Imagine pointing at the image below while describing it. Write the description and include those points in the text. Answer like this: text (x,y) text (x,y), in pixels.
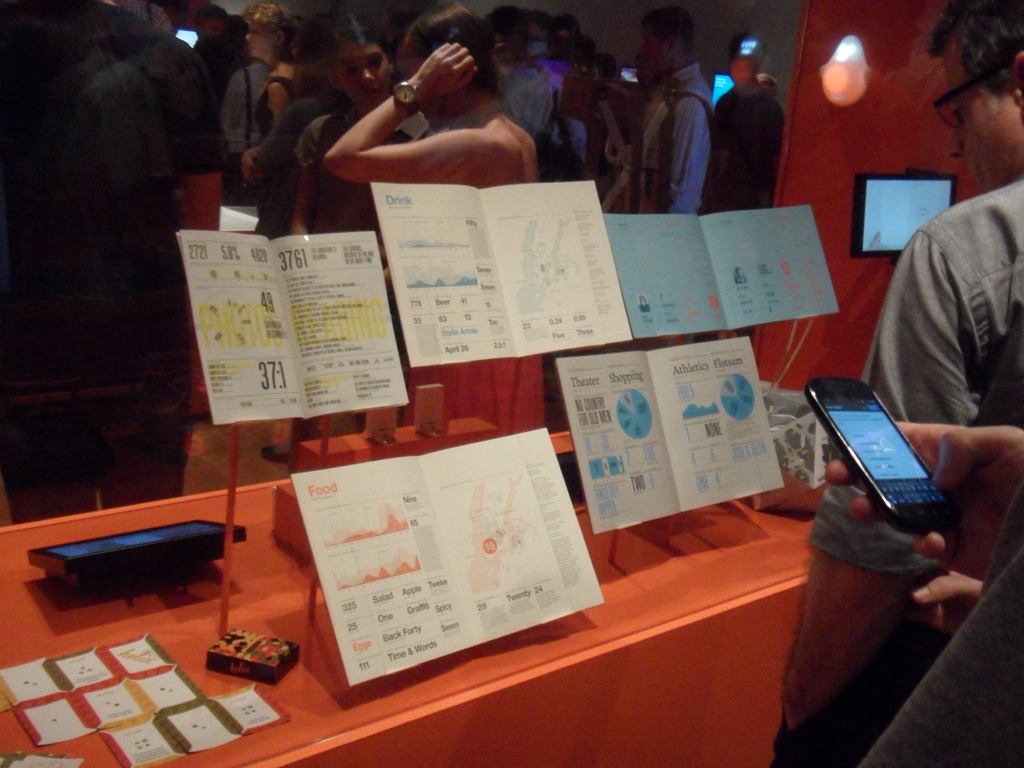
In this image, we can see people (737,107) standing and one of them is holding a mobile (890,447). In the background (703,442), there are boards (688,445) and we can see some other objects (134,574) on the table (548,665) and we can see a screen (910,189) and some lights (747,53).
